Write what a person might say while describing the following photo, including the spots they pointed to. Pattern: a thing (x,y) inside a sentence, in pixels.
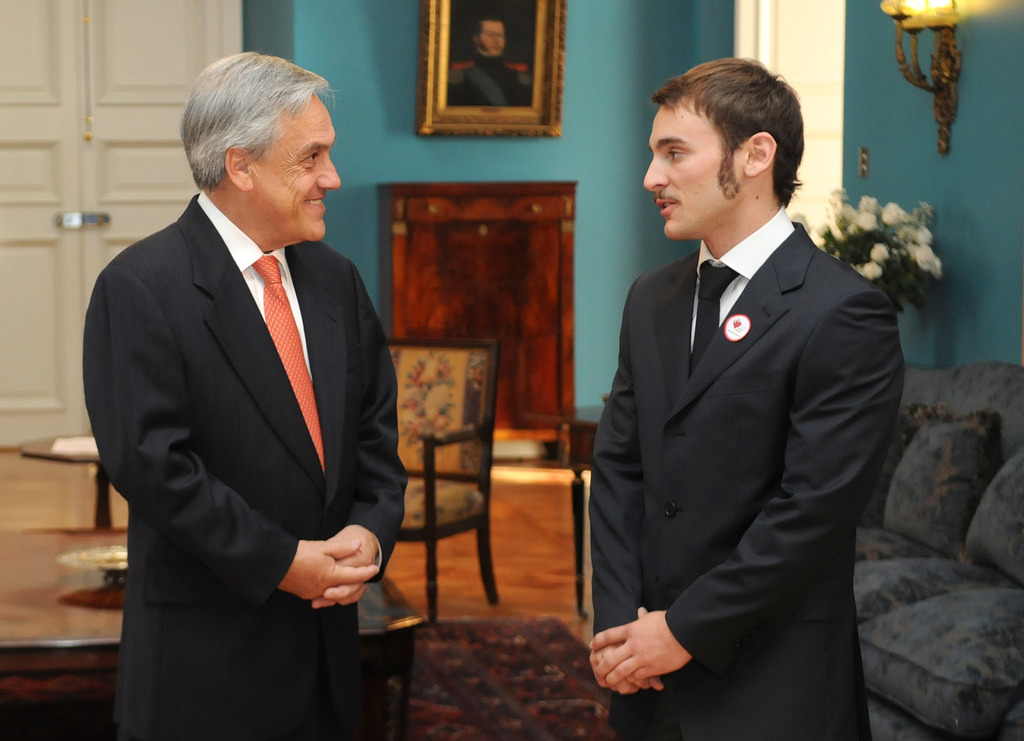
In this image we can see two persons (864,350) wearing coat (818,408) are standing on the ground (524,694). To the left side of the image (123,555) we can see two tables (36,608) containing plate (92,563) and papers (82,447). In the center of the image (464,439) we can see a chair (492,463) placed on the ground (507,487). On the right side of the image (887,237) we can see group of flowers (908,245) and a sofa (889,499). In the background (485,54), we can see a photo frame (494,78), lights (956,43) on the wall (996,41), cupboard (568,288), window (807,35) and doors (101,111).
